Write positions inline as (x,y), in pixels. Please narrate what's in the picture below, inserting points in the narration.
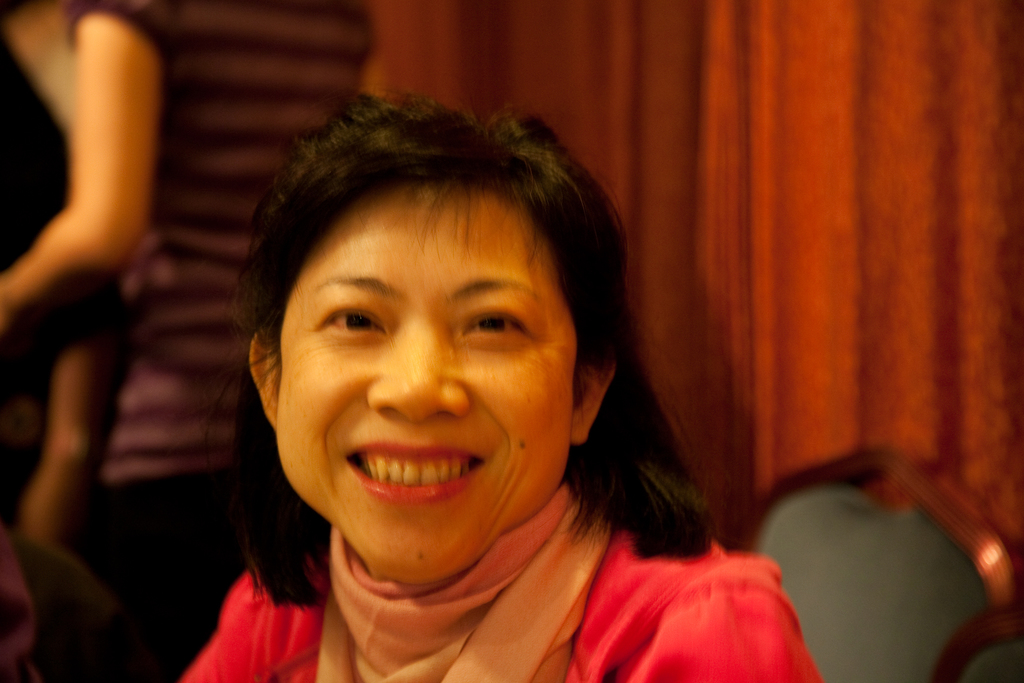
In this image we can see a group of people (471,649). In the center of the image (455,355) we can see a woman (742,609) sitting on a chair (855,602). At the top of the image (838,109) we can see the curtains (562,78).
